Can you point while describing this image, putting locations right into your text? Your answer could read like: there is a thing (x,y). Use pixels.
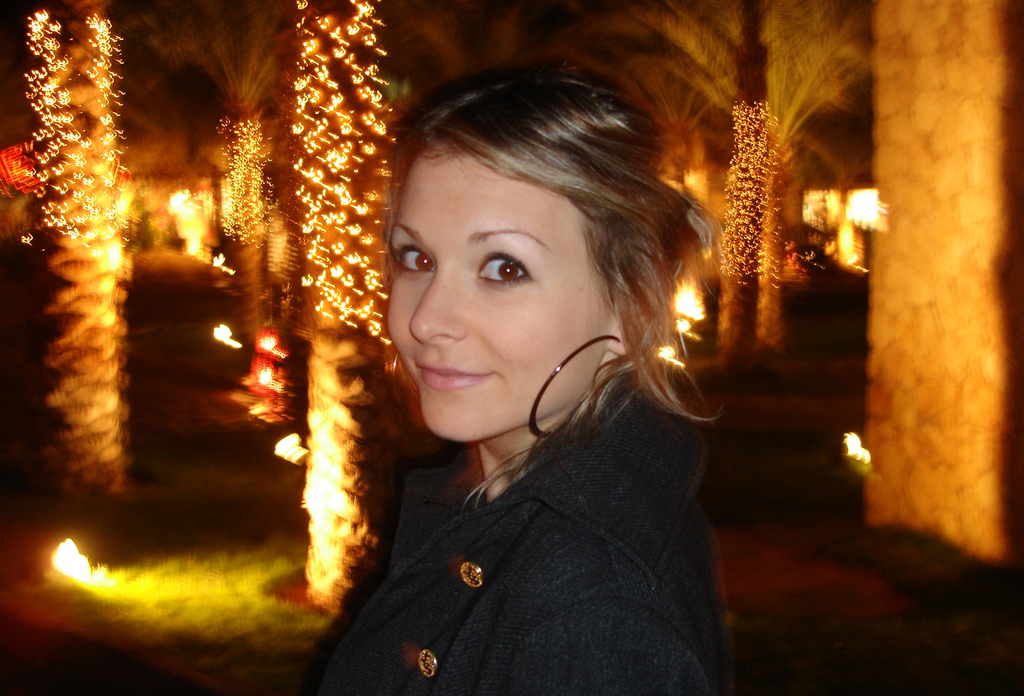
In this picture we can see a woman (662,486), she is smiling and in the background (97,481) we can see lights (682,298), trees (109,484) and some objects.
